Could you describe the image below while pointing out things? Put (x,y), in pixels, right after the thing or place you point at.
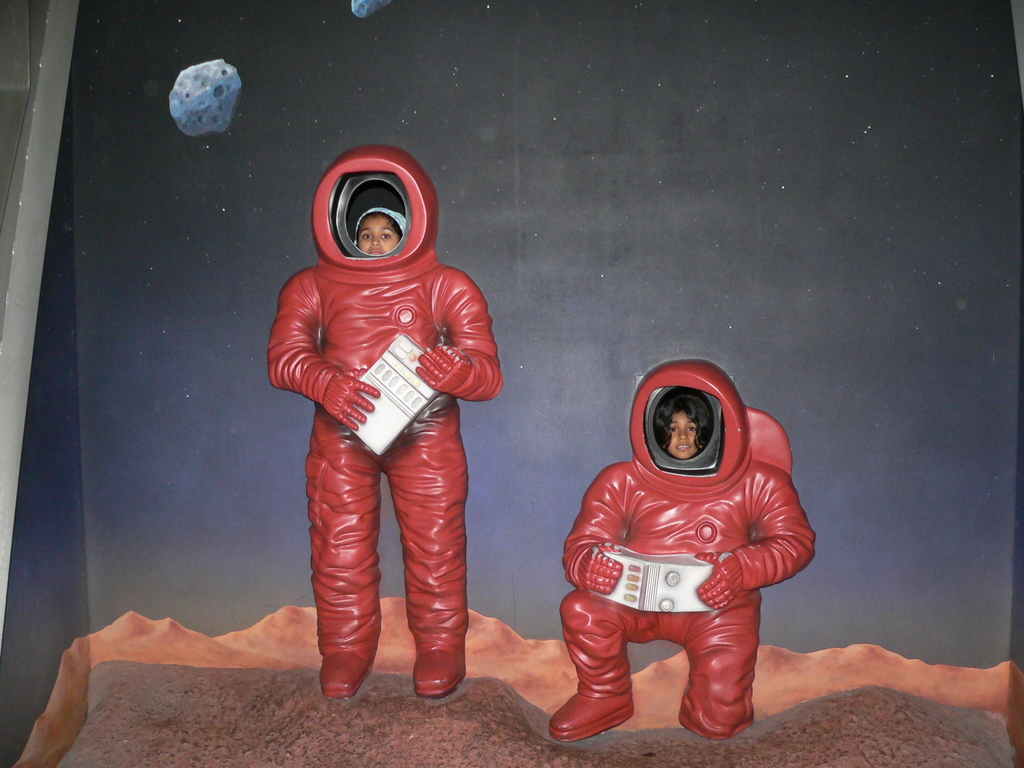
In the foreground of the picture (342,171) there is a poster (693,611) of astronauts (428,469), in the faces (371,222) of the astronauts (693,513) there are kids (390,237) standing.
